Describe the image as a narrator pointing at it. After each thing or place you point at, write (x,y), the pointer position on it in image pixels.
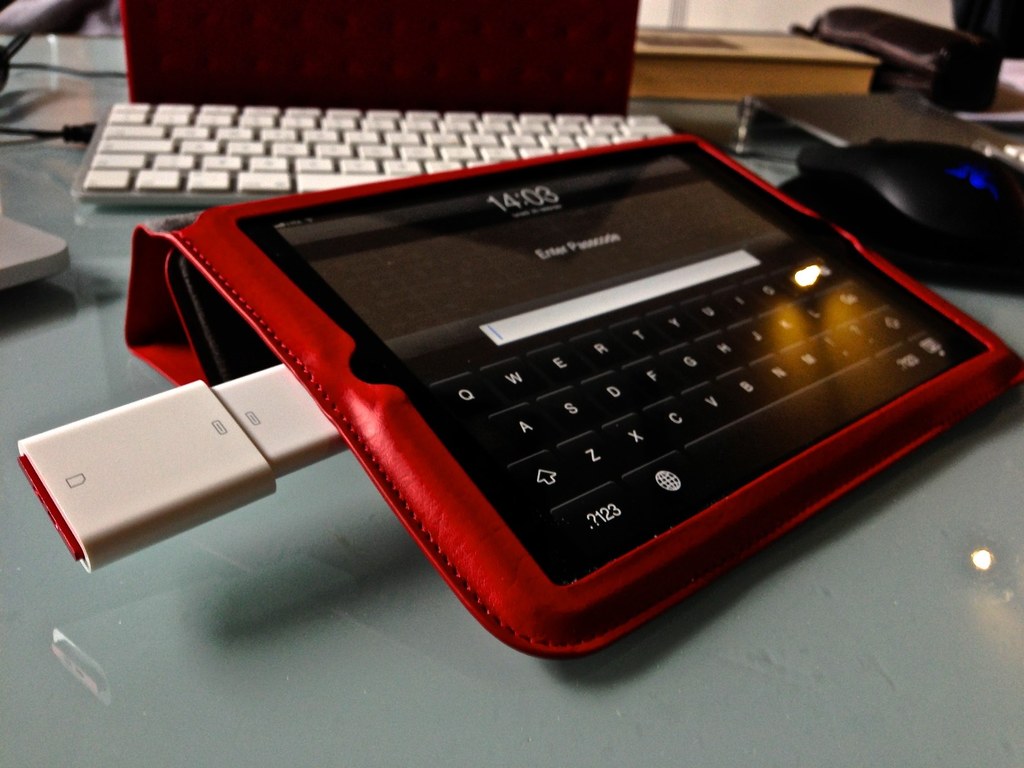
a gadget (594,325) to which a pen-drive (274,431) is inserted. behind that there is a keyboard (314,128) and at the right (951,189) there is a mouse (935,191).
